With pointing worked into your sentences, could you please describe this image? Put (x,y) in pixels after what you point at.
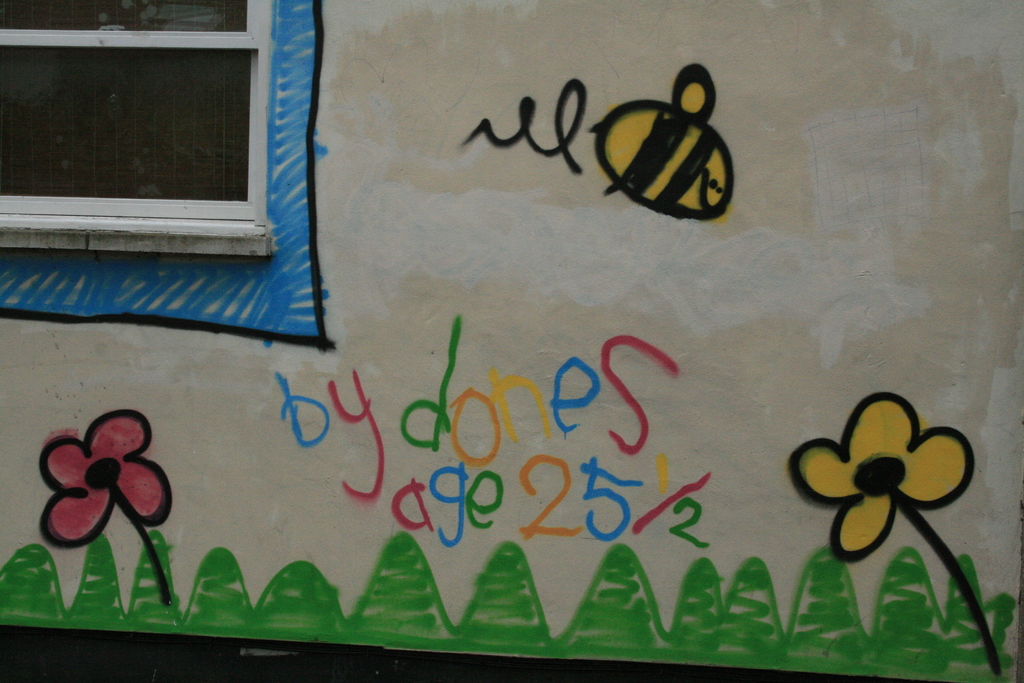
In this picture we can see a window (134,125). We can see painting (131,426) on the wall (743,271).
